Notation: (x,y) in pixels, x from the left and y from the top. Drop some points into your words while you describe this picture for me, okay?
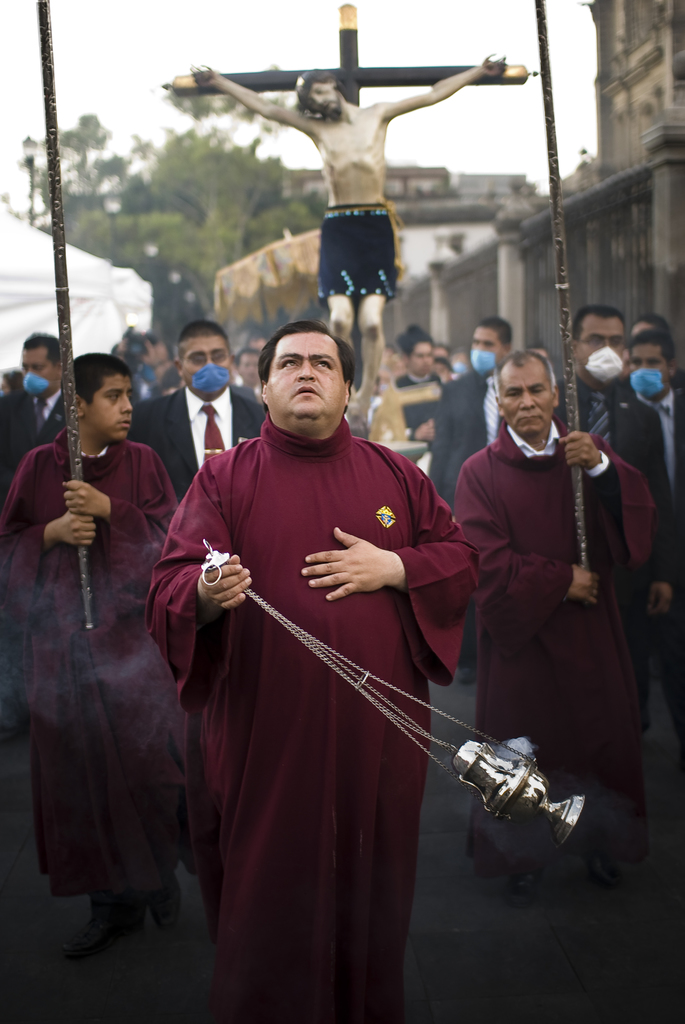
In this image there is a priest (348,719) in the middle (331,654) who is holding the jar (481,765). Beside him there are two persons (485,473) who are holding the sticks (582,493). In the background (198,368) there are so many people (212,333) who are walking on the road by wearing the mask (218,376). In the middle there is a man (337,164) who is tied to stick (382,81). In the background (224,174) there are trees (162,178) and buildings (453,208).
